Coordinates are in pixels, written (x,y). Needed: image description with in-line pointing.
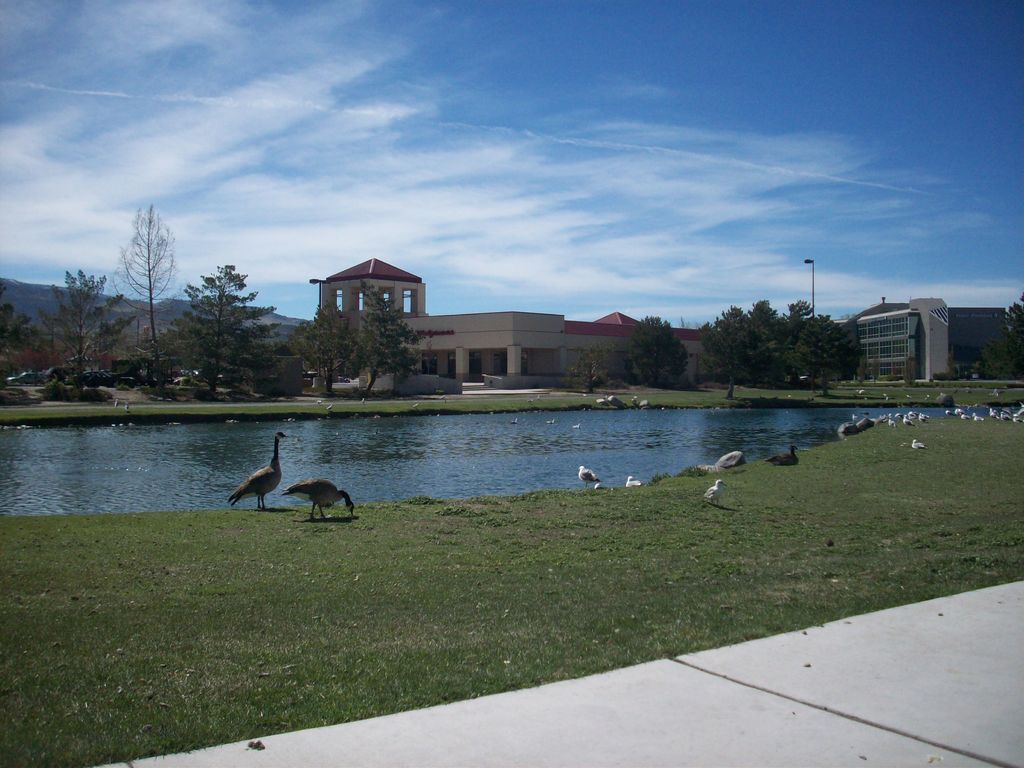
In the center of the image (480,359) we can see buildings (511,335), trees (837,368), electric light pole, grass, hills (277,318) are present. At the bottom of the image (596,563) we can see ground (661,714), grass (511,574) are there. In the middle of the image (475,449) we can see water (461,438) and some birds (903,421) are there. At the top of the image (523,137) clouds (557,170) are present in the sky (505,115).
